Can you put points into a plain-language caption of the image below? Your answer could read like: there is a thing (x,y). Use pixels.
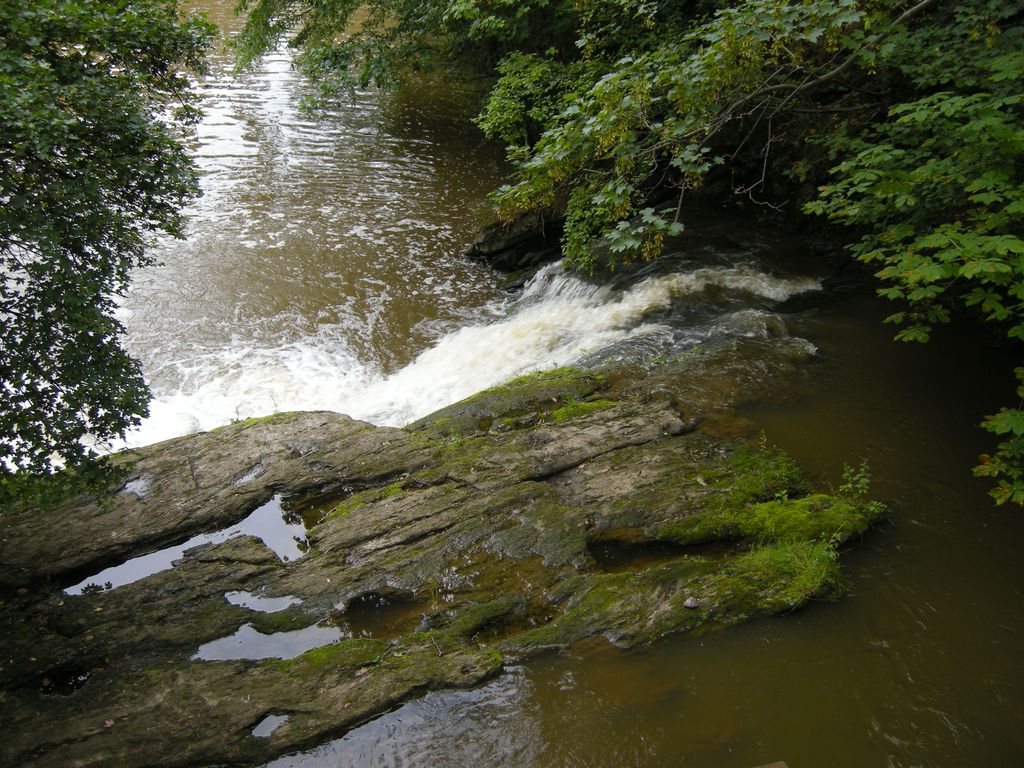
In the image there is a river (543,741) and around the river (753,339) there are trees (494,26), there is rock surface (489,579) in the foreground (368,586).
